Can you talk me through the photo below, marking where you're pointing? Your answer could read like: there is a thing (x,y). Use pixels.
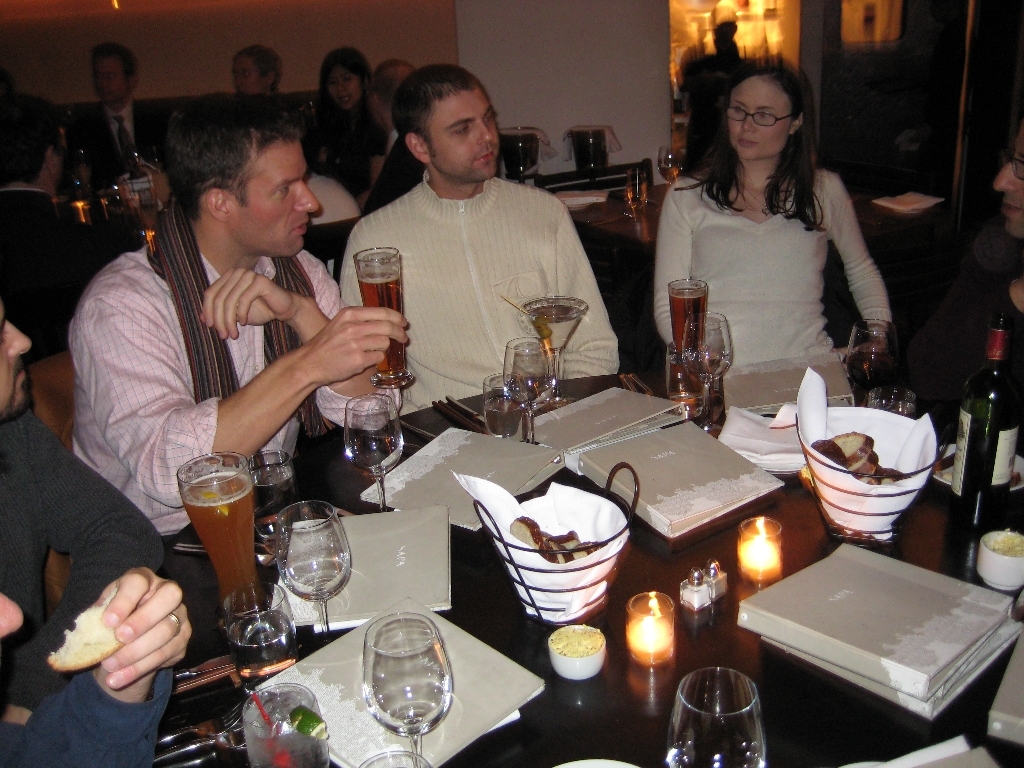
In the image we can see there are people (439,350) who are sitting on chair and on table (628,593) there is wine glass (439,648) and wine glasses (409,680) and in a bowl (592,663) there is butter (596,640). There is candle (666,632) in a glass (669,621), there are salt and pepper bottles (713,584) and in a bowl (853,494) there are bread toast (856,464) and at the back (114,118) people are sitting and eating.
